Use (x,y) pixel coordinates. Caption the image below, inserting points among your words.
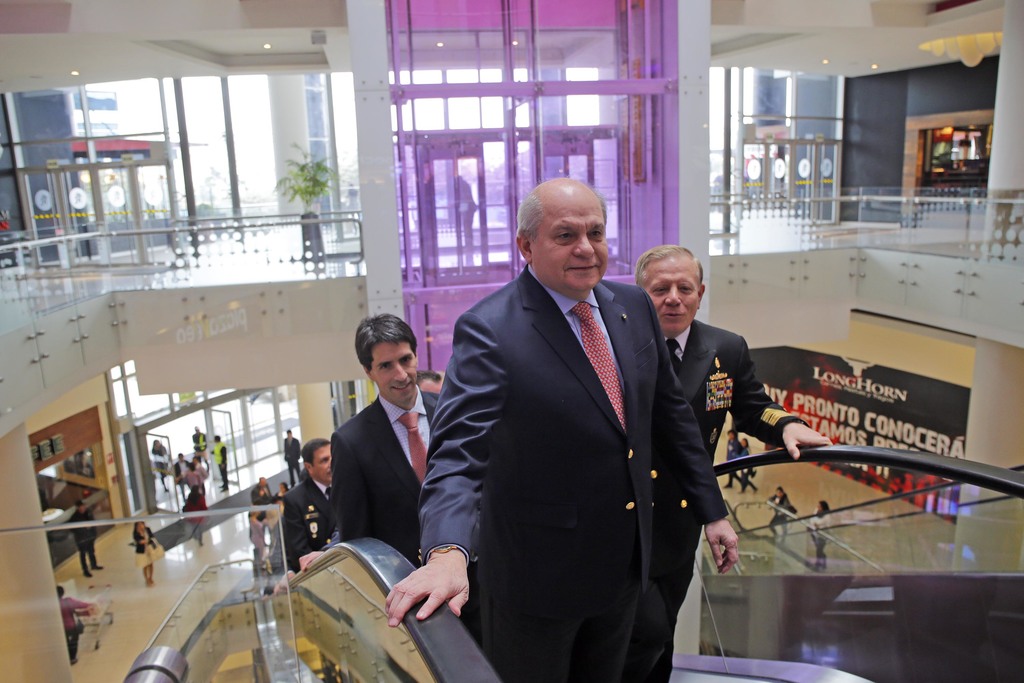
In the image few people (685,413) are standing on a escalator (1013,522). Behind them there is a wall (928,360) and fencing (1001,223) and there are some plants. Bottom left side of the image (265,527) few people (266,483) are standing and walking and there is a glass door (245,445). Bottom right side of the image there is a banner (769,365) and few people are standing and walking.
